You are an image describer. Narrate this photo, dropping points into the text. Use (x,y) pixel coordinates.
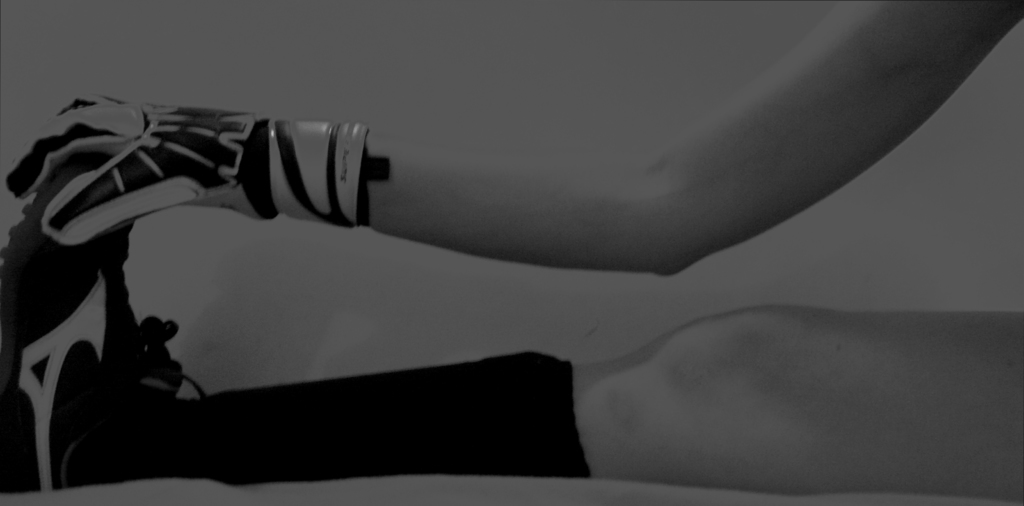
In this image we can see a person leg (414,383) and hand (271,185). The person (501,219) is holding the shoe (157,351) with the glove (59,211).
